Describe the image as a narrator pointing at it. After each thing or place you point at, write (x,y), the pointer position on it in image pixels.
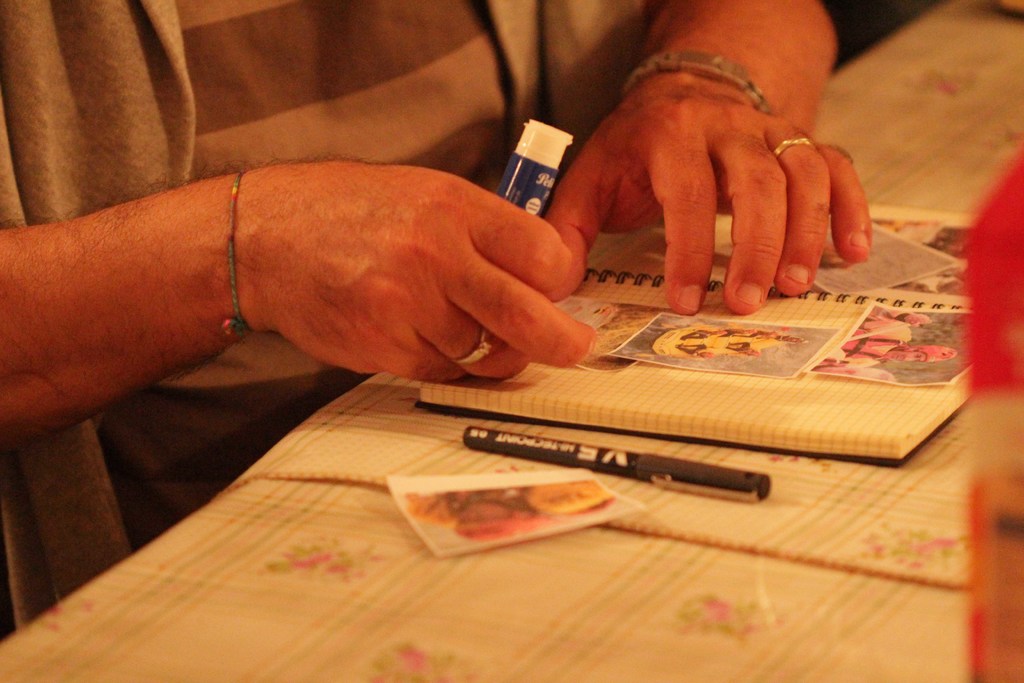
In this image we can see a person (531,361) sitting holding a glue stick (542,184). We can also see a table (435,573) in front of him containing a paper (514,475), pen (499,435) and a book (495,408) with some pictures (597,365) pasted in it. On the right side (1023,359) we can see an object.
